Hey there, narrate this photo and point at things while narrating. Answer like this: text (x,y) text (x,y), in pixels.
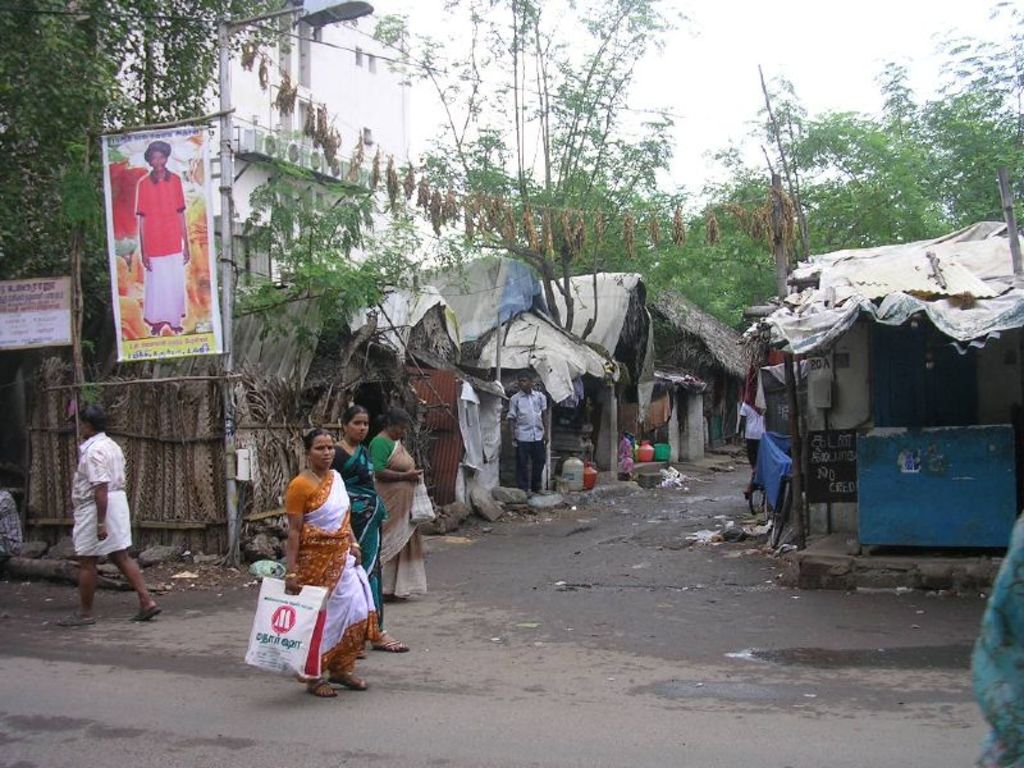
In this image there are some houses (480,395) and there are some people (372,470) walking, some of them are holding some bags (318,604) and also there are some buckets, jars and there is some scrap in the center (645,435). And also we could see some poles (73,289), street lights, wires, posters (182,286), boards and some other objects (932,493). In the background (446,166) there are trees (486,142) and buildings (332,81), at the top of the image (711,46) there is sky (420,121).
